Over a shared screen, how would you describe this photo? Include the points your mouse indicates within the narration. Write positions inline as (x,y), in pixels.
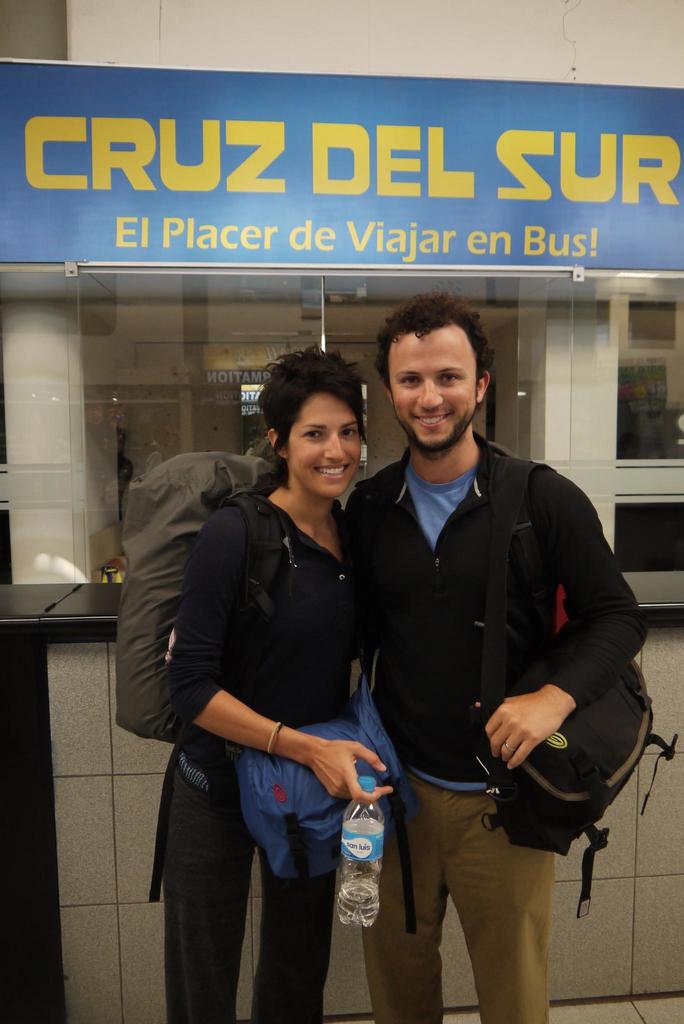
In the center (404,557) we can see two persons (292,679) were smiling. And the woman (366,761) holding water bottle (349,817) and they were holding backpacks (483,723). Back we can see some board (430,141) which is written as"Placer DE Bus".
